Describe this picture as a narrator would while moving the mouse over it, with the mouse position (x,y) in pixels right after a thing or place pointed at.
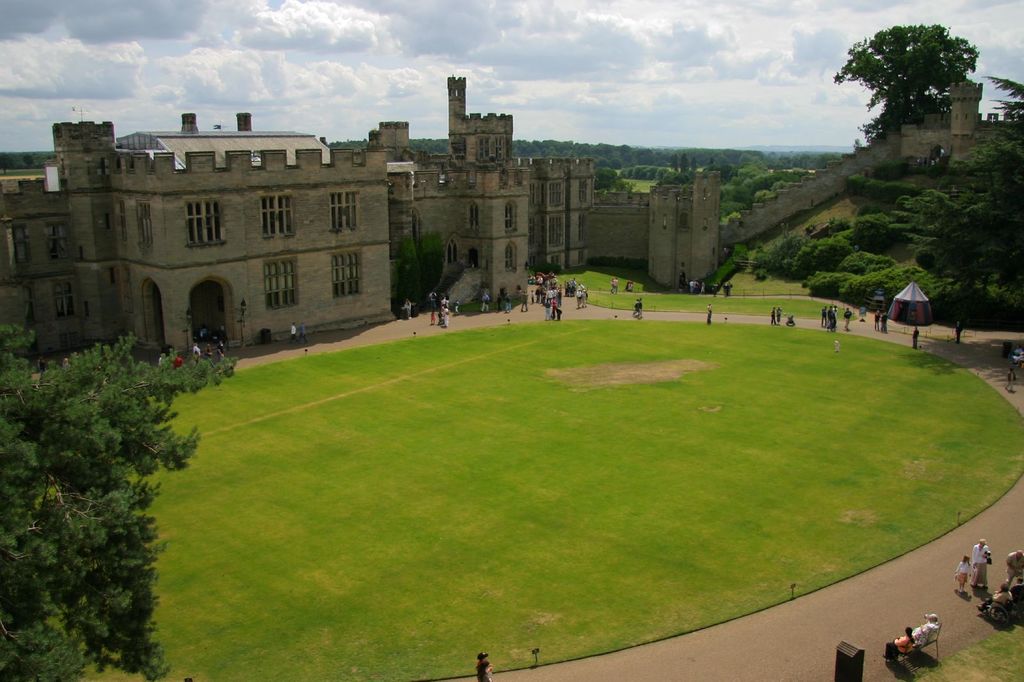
In the image there is a huge fort (318,233), in front of the fort (699,252) there is a big garden (309,540) and many people (486,303) were standing around that garden (367,359) and there are also many trees (68,525) around the fort (483,134).
